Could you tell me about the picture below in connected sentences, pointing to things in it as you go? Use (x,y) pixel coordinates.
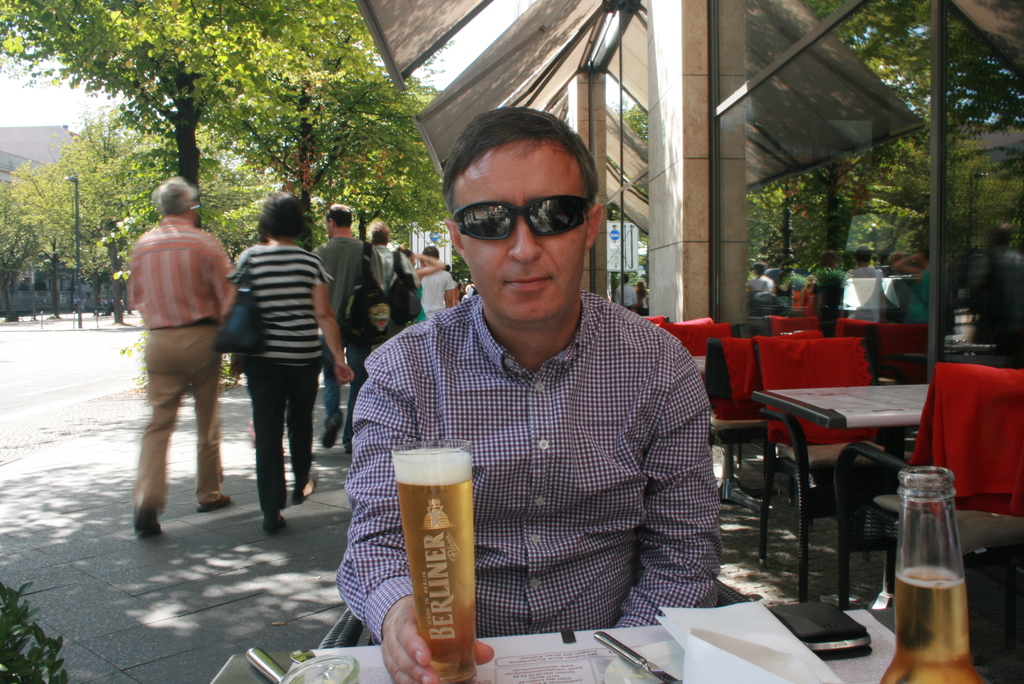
I can see in this images group of people (322,307) among them a person (570,439) in front (559,526) is sitting on a chair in front of a table (595,654) and holding a glass (435,525) in his hand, I can also see there are few trees (133,165) on the road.
